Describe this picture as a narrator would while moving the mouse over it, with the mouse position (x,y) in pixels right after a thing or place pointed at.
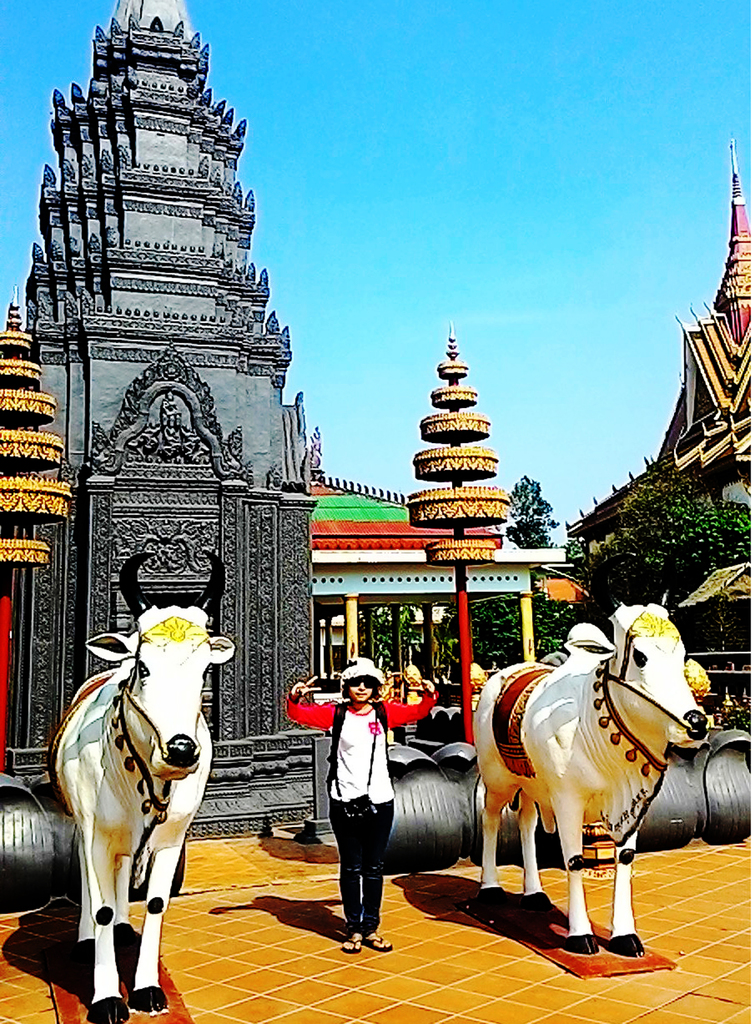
In this image we can see a person (352,919), statues of animals (162,774), ancient architecture (731,409), trees (700,531), and few objects (736,813). In the background (525,434) there is sky (407,265).
